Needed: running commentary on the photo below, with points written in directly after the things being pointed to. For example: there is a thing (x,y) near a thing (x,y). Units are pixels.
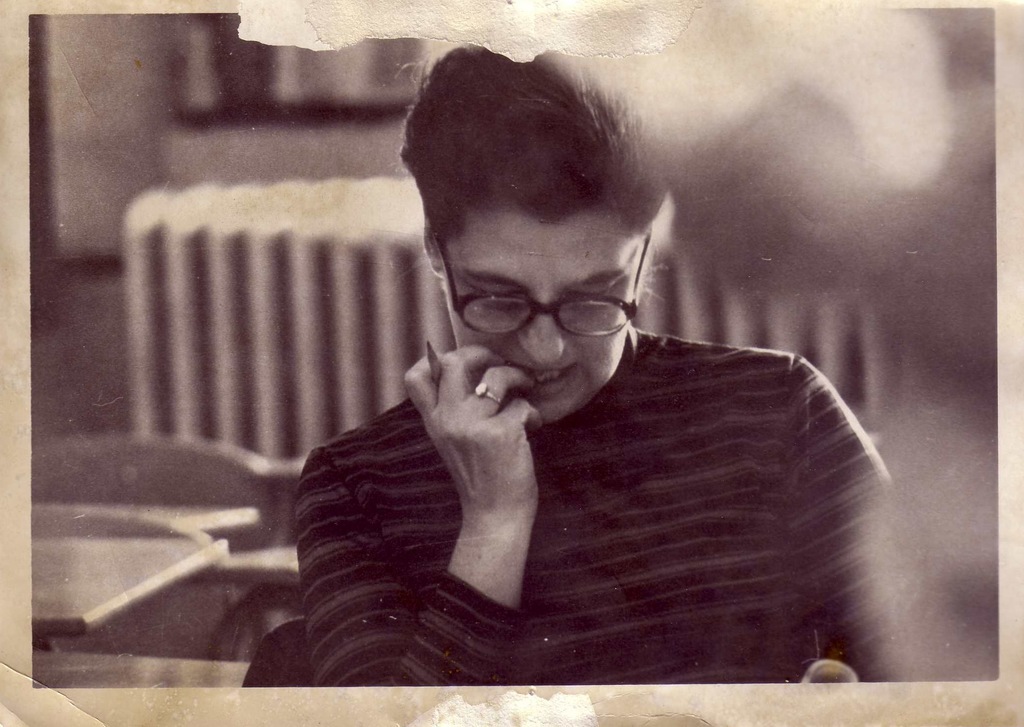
In the image we can see a photo (681,172). In the photo (358,432) a person (503,359) is sitting and holding a pen (432,359). Behind him there are some chairs (223,446) and tables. Background of the image (306,174) is blur.
